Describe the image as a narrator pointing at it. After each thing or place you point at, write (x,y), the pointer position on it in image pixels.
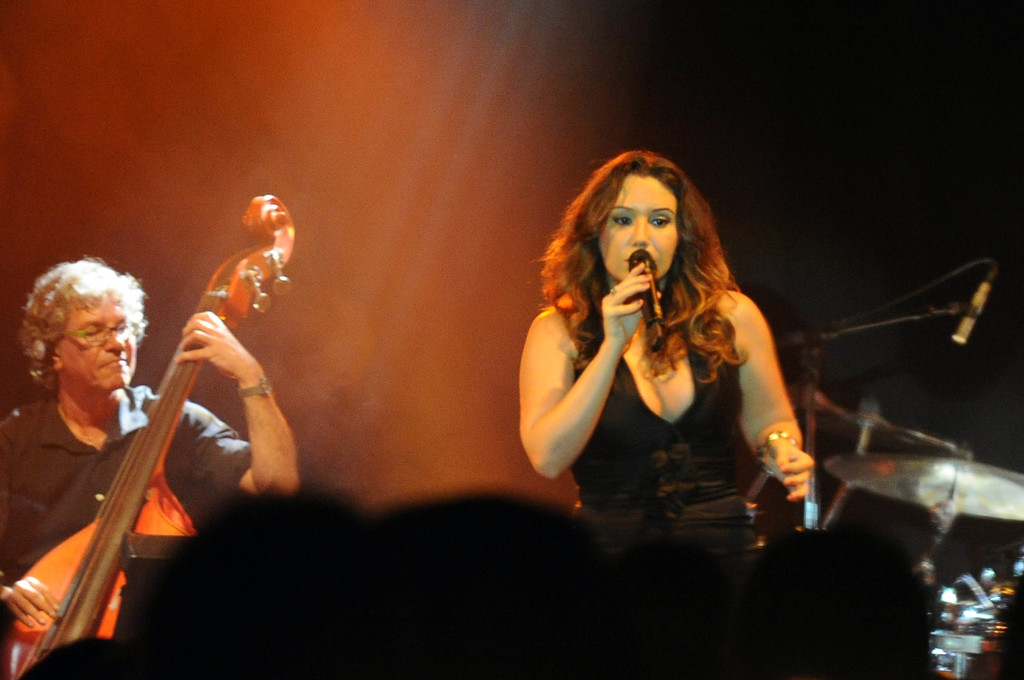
In the picture we can find a woman (677,240) is singing a song in the microphone (635,263) and just beside to her there is one more person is holding a double bass (48,635) and playing it. In the background (172,108) we can find the dark red shade (141,115). And before the person (666,247) who is singing the song there are people (258,538).
